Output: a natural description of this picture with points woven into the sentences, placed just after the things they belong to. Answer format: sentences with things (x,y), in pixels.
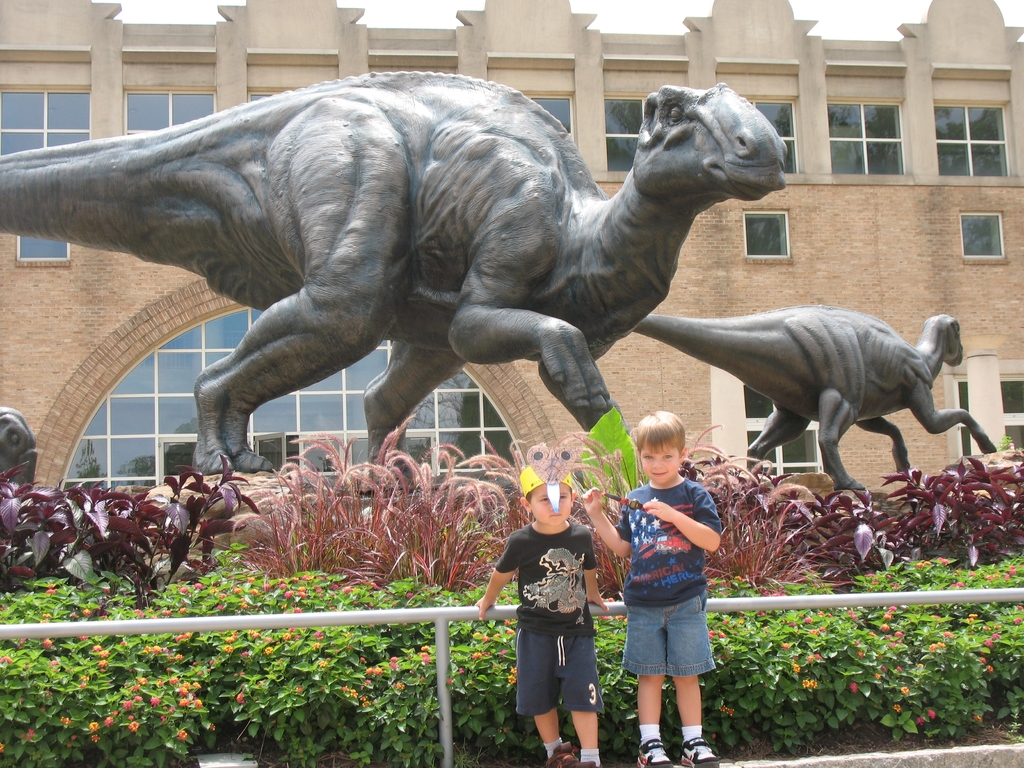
In this picture there are two kids (570,651) standing and there is a fence (711,602) behind them and there are few plants (870,531), dinosaur statues (825,368) and a building (647,393) in the background (698,348).
